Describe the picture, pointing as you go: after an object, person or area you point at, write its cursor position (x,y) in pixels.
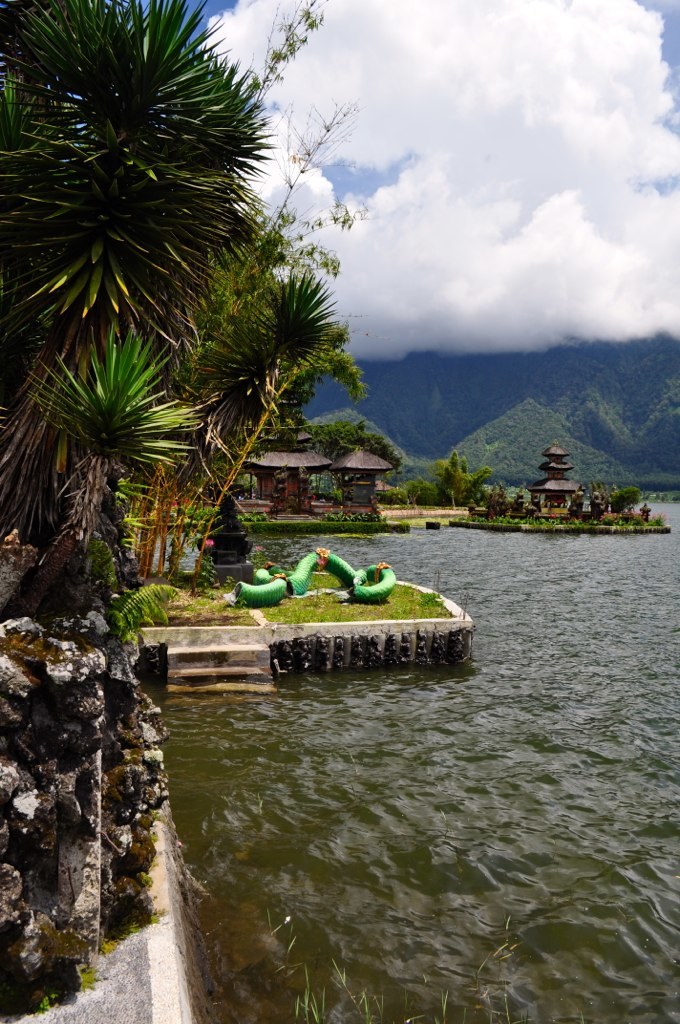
In this picture there is water (412,528) in the image, it seems to be small houses (312,475) and a pipe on the grassland (284,601) in the image, there are trees (154,448) in the image and there is greenery (377,398) in the background area of the image (621,367).
